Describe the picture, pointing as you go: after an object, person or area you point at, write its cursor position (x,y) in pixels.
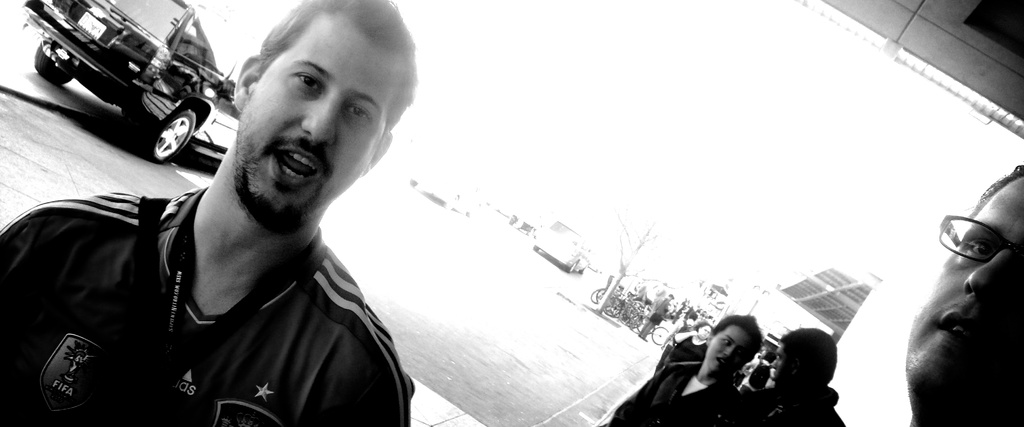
This is a black and white image. At the bottom of the image (941,352) we can see some people (303,400) are standing. In the background of the image (172,49) we can see the road (558,378), vehicles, shed (818,279), roof (929,55) and some people (656,293) are standing. In the top right corner (956,56) we can see a light (925,70) and the roof (913,50).
